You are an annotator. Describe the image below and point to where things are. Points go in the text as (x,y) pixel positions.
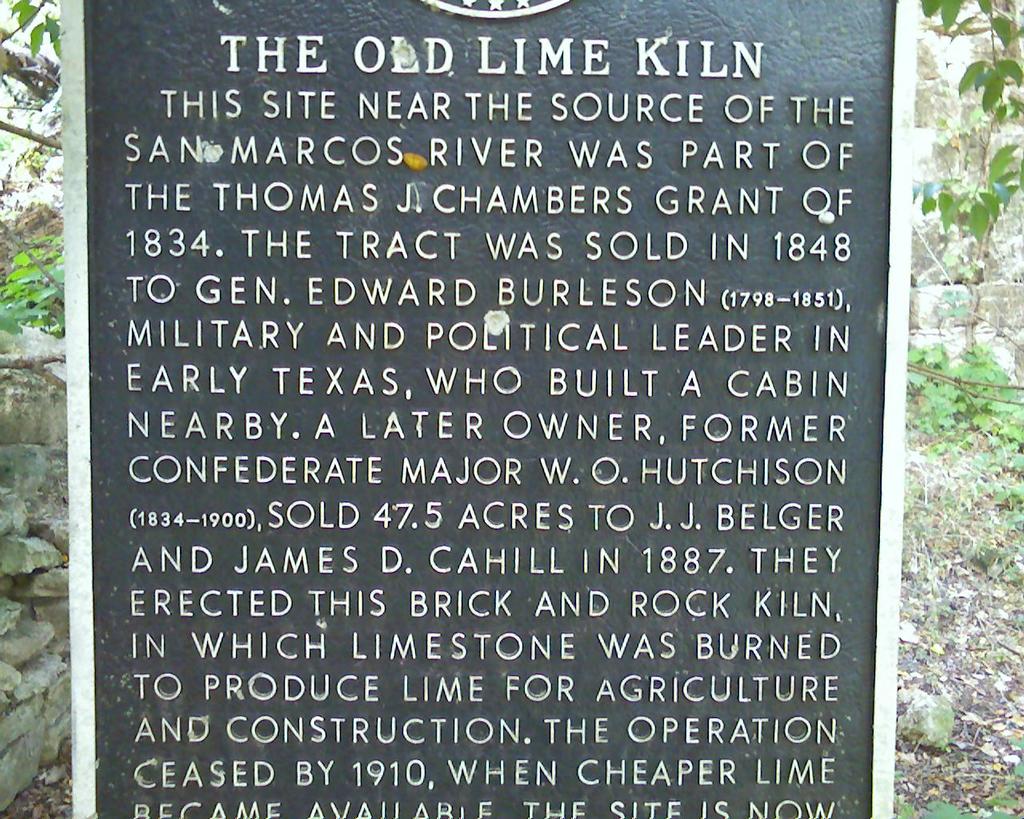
In the foreground of the picture (357,815) there is a plaque (349,228). On the left (35,515) there are stones (35,490) and trees (56,148). On the right (933,678) there are dry grass (967,654), plants (959,376), stones (969,136) and trees (995,117).
